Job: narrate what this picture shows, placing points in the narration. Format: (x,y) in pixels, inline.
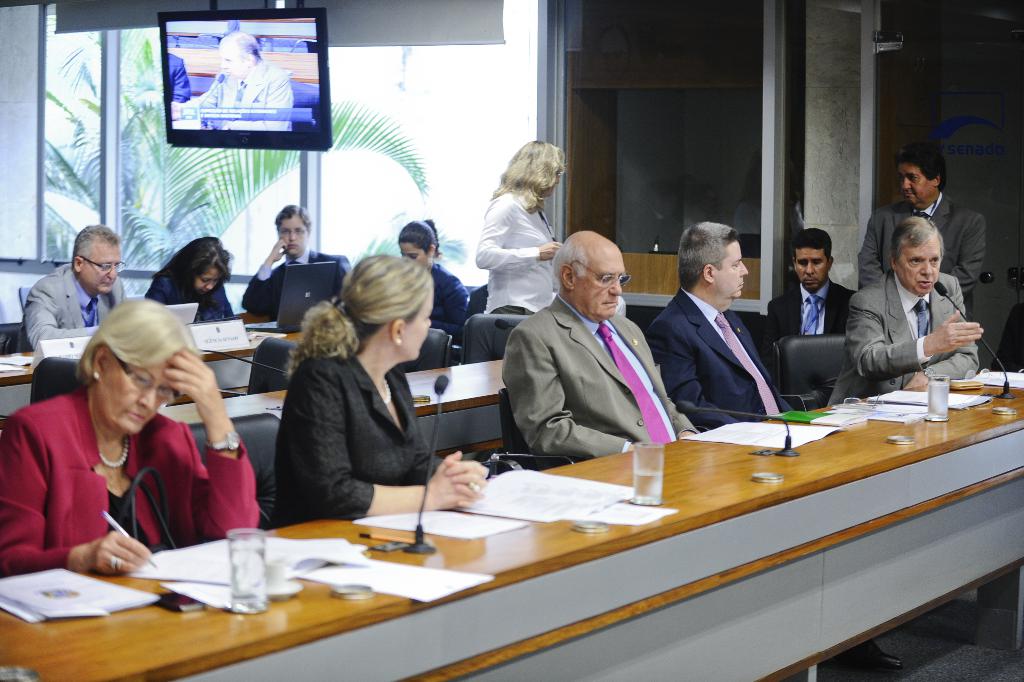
In this room (789,370) most of the persons (58,561) are sitting on a chair (45,374). In-front of them there are tables (209,620). On tables (876,434) there is a glass (239,584), papers (298,551), mic (437,390) and laptops (314,295). On top of the picture (316,18) there is a television (246,144). Outside of this window (214,200) there is a plant (148,164). This 2 persons (532,220) are standing.
